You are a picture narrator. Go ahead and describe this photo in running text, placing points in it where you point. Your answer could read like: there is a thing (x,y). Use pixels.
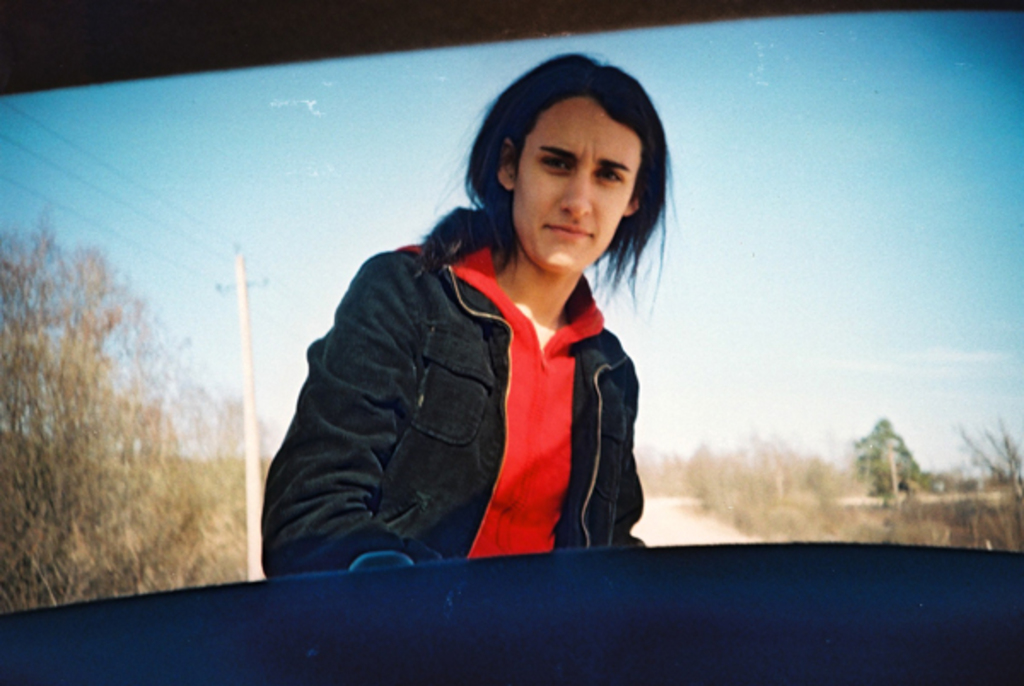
In the picture we can see a person (523,281) wearing red color T-shirt (538,398), jacket (592,355) standing and posing for a photograph and in the background of the picture (661,540) there is road (688,526), there are some trees (11,525) on left (217,431) and right side of the picture (891,496) and we can see an electric pole (249,356) which is on left side of the picture (235,300) and top of the picture (211,110) there is clear sky (246,116).
